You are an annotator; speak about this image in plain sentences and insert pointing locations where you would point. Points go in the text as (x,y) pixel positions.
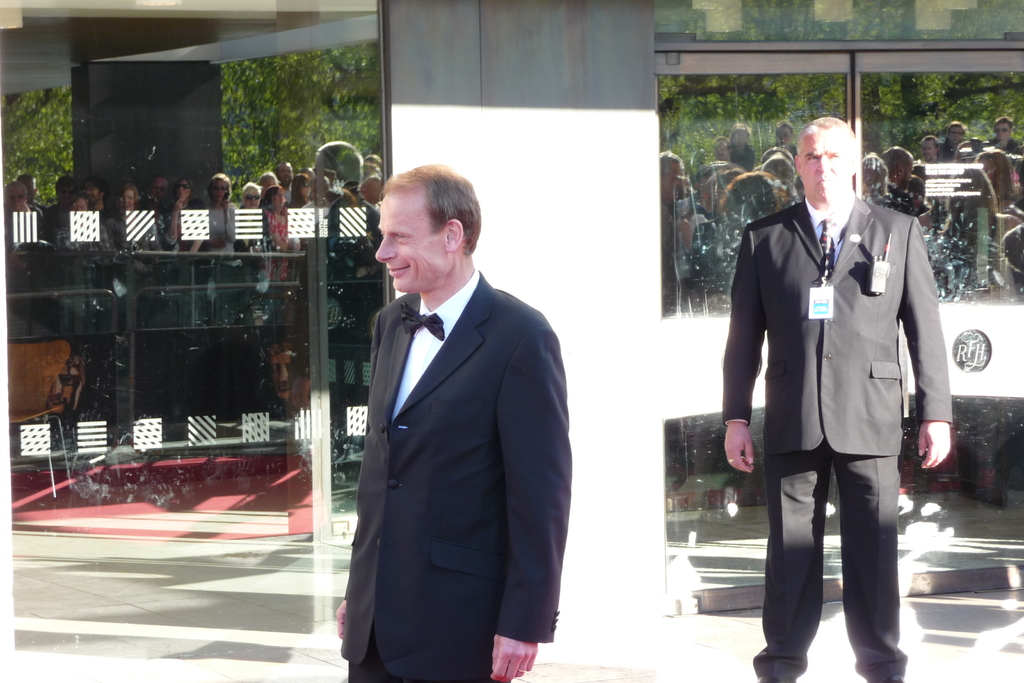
There are two persons (518,328) standing. Person (806,313) in the back (854,303) is wearing a tag (811,317) and having a phone (874,282) on the coat (854,278). In the back (276,115) there is a pillar (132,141) and glass walls (86,143). On the glass (677,98) there are reflections (169,189) of people (230,193), trees (348,88) and pillar (157,90).
